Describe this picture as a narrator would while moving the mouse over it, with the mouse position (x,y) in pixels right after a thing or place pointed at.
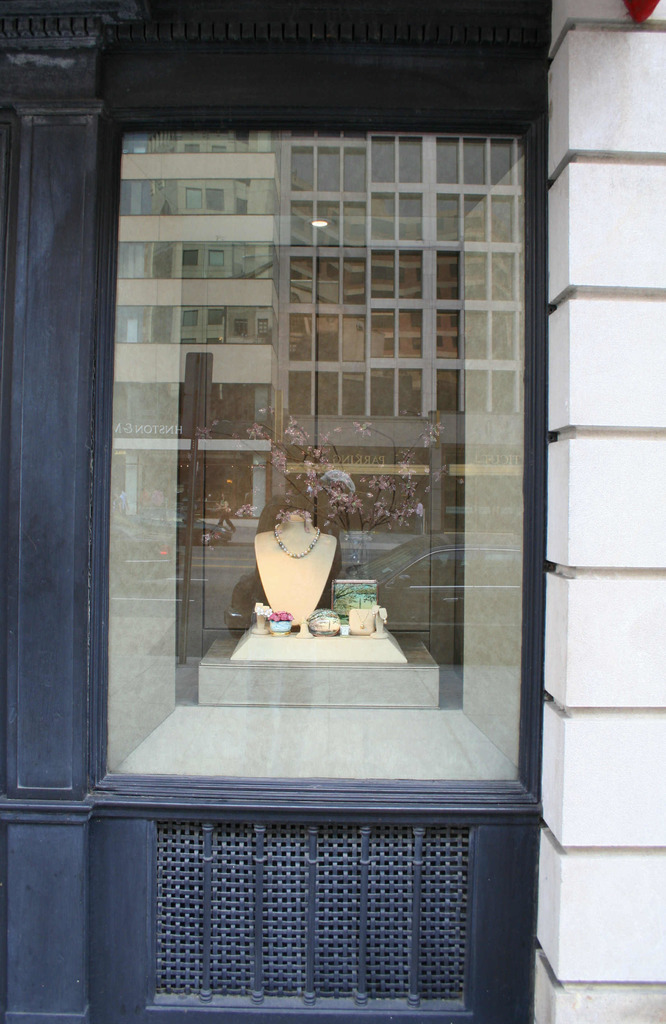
In the picture I can see the glass window (463,376) through which I can see a chain (283,535) and few more objects (322,629) are showcased here. Here we can see the reflection (248,575) of buildings (466,325), vehicles (456,611) moving on the road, people (233,528) walking on the sidewalk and boards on the glass window (251,418).
